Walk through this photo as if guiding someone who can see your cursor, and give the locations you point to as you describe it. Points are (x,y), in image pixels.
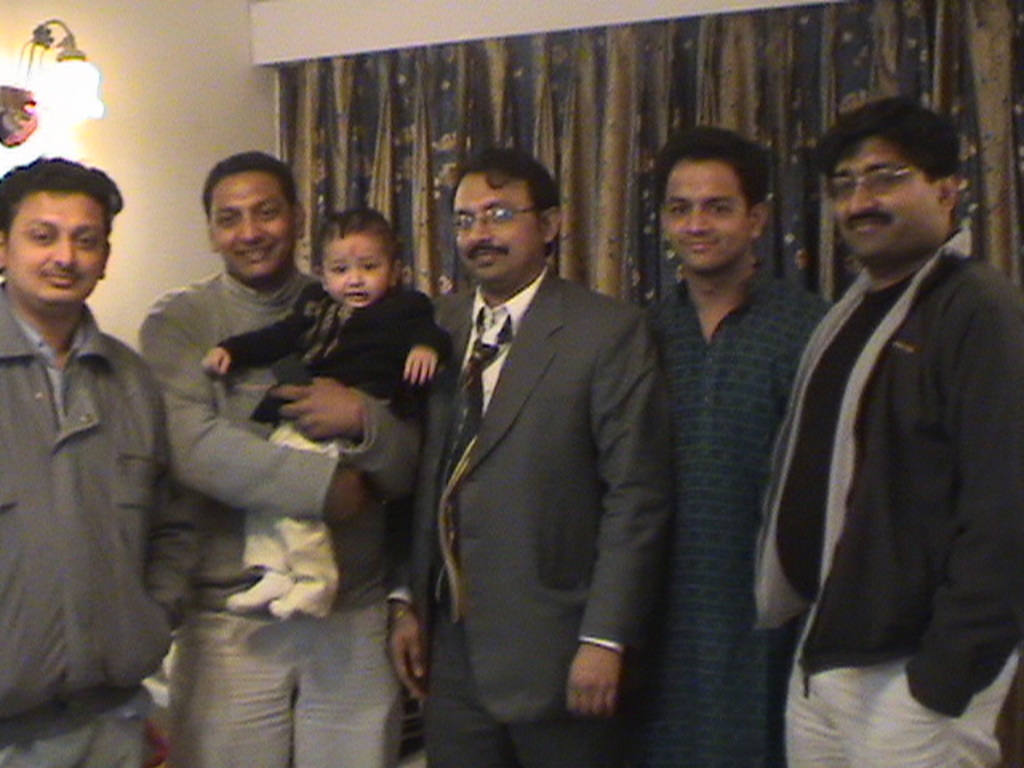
In this image we can see people (544,523) standing. The man (347,602) standing second from the left is holding a baby (372,267). In the background (206,95) there is a wall (241,124) and we can see a curtain (637,97). On the left (90,102) there is a light (76,110) placed on the wall (33,139).
